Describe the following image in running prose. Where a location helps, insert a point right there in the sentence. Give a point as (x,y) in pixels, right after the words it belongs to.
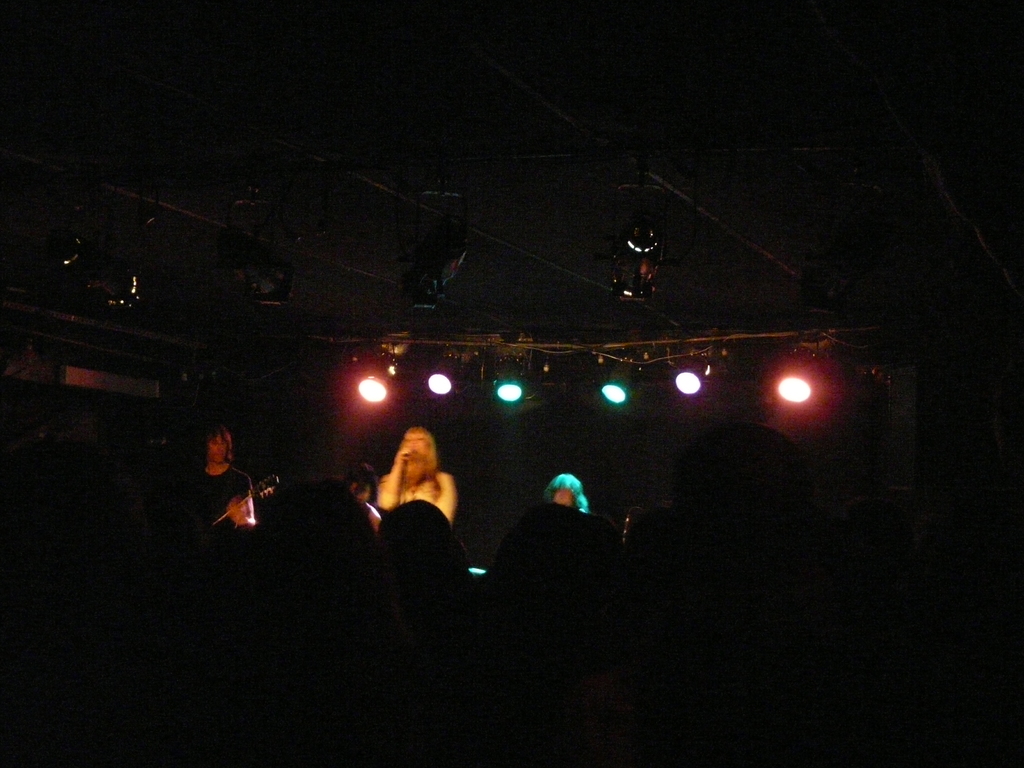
In this picture I can see there are a few people (420,464) standing on the dais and there are a few people (329,501) standing, there are lights (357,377) attached to the ceiling (776,316) and the rest of the image is dark.
